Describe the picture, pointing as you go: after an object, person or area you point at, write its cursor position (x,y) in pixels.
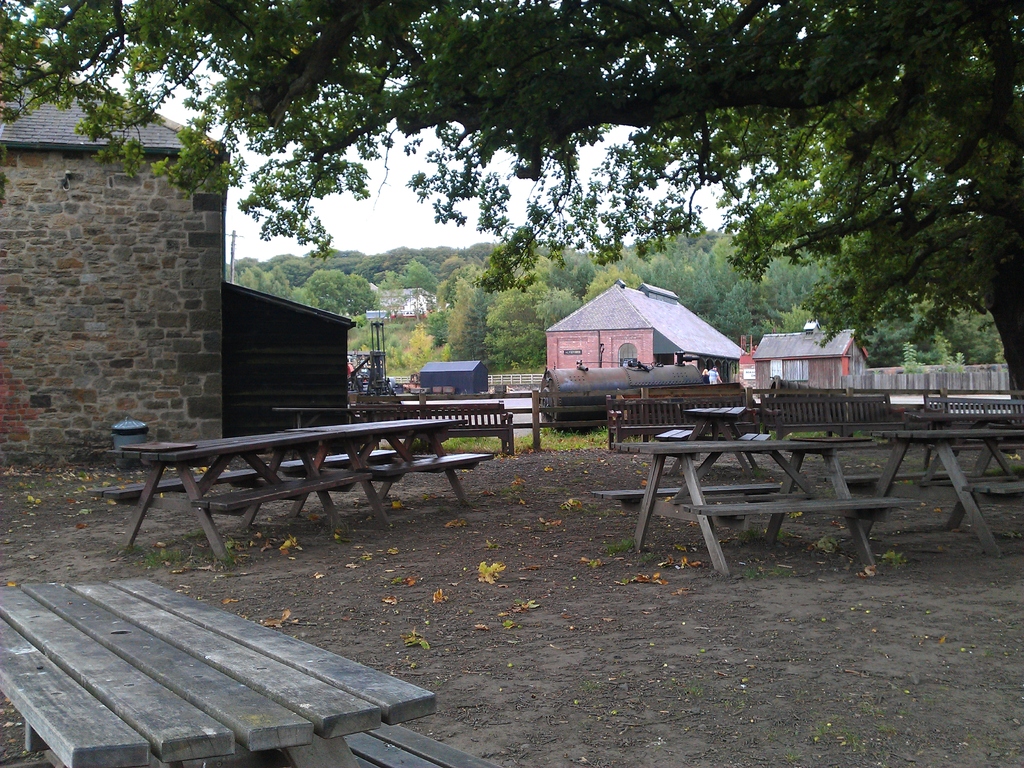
In this picture there are wooden tables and chairs (377,412) in the image and there are houses (617,311), trees (553,309), a man (711,376), and a boundary (703,389) in the background area of the image (714,382).
